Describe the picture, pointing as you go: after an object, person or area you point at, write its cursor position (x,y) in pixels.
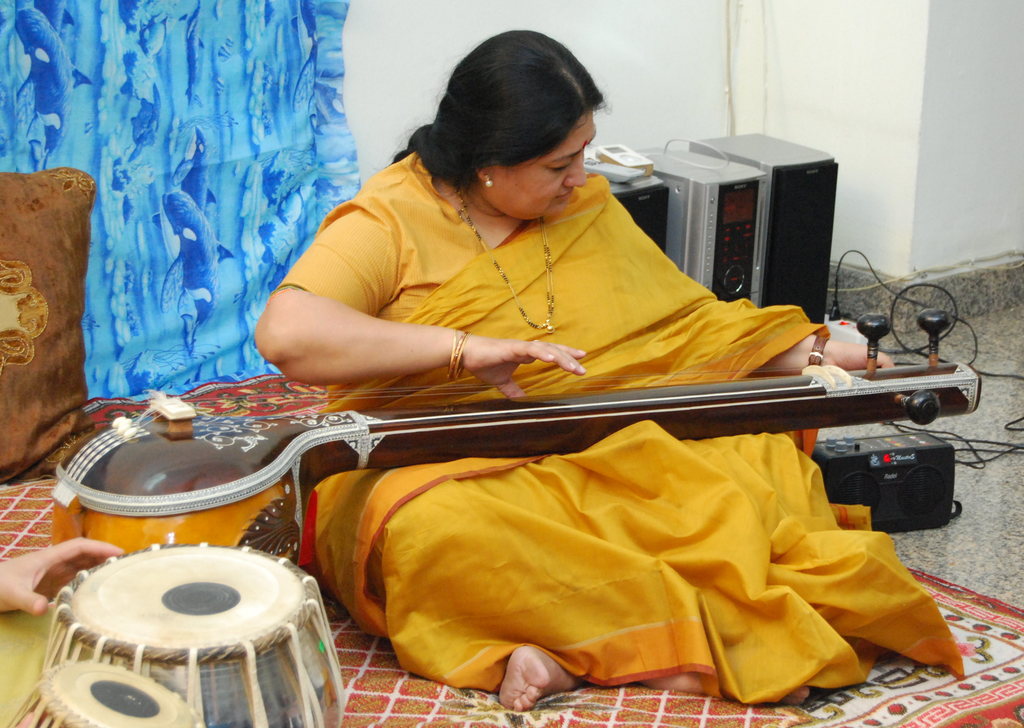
In this image I can see a person (529,33) playing an instrument (920,320) and at the back (760,164) I can see some sound boxes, pillow (61,180) on the left side (49,173), mat (927,726) on the ground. There are other instrument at the bottom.
